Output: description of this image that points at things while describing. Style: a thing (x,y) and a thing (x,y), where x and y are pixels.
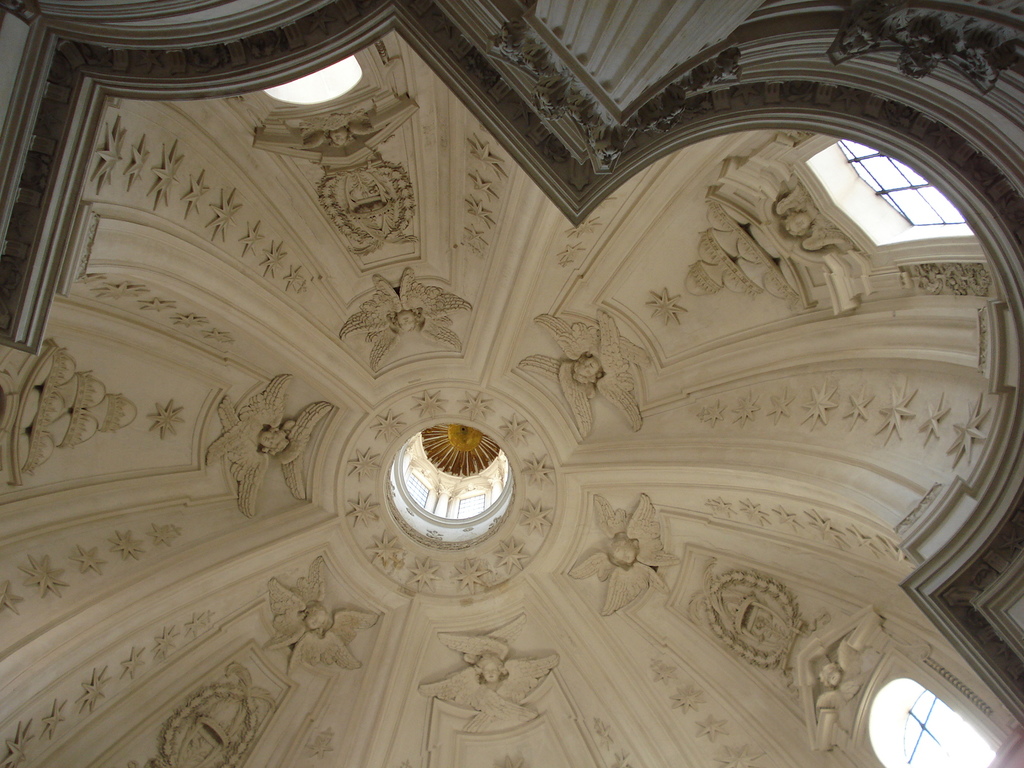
In this picture I can see there is a ceiling (492,423) and there is sculpture (783,218) on the ceiling (786,438) and there is a pillar (628,54) and a wall (37,208).
